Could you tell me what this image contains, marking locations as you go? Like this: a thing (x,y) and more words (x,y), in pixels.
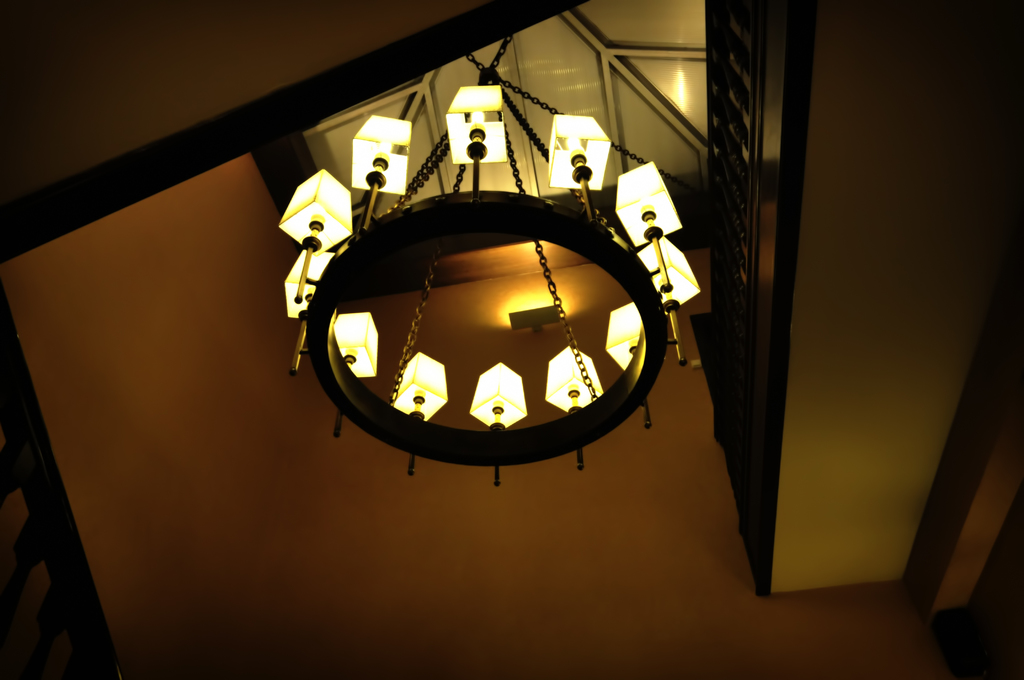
In this image I see the ceiling (59,30) and I see the chandelier (479,138) over here and I see the wall (369,560).
